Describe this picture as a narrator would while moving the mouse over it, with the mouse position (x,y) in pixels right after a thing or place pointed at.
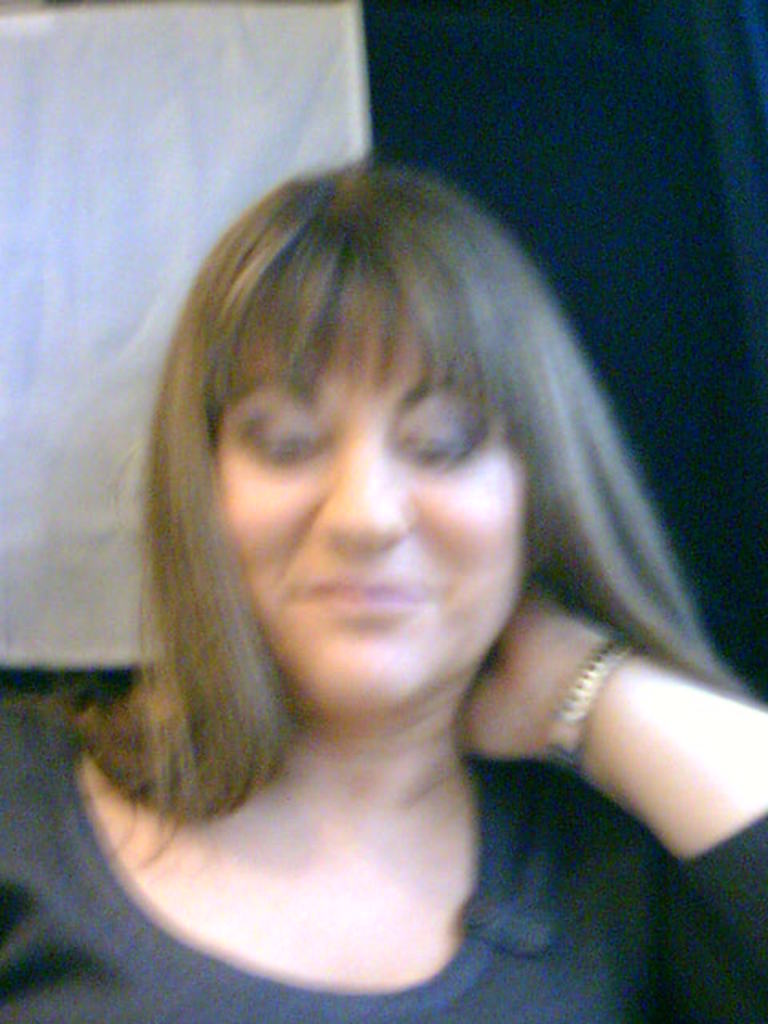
It is the blur image of a woman (475,664). In the background (511,101) there is a curtain (467,150).
